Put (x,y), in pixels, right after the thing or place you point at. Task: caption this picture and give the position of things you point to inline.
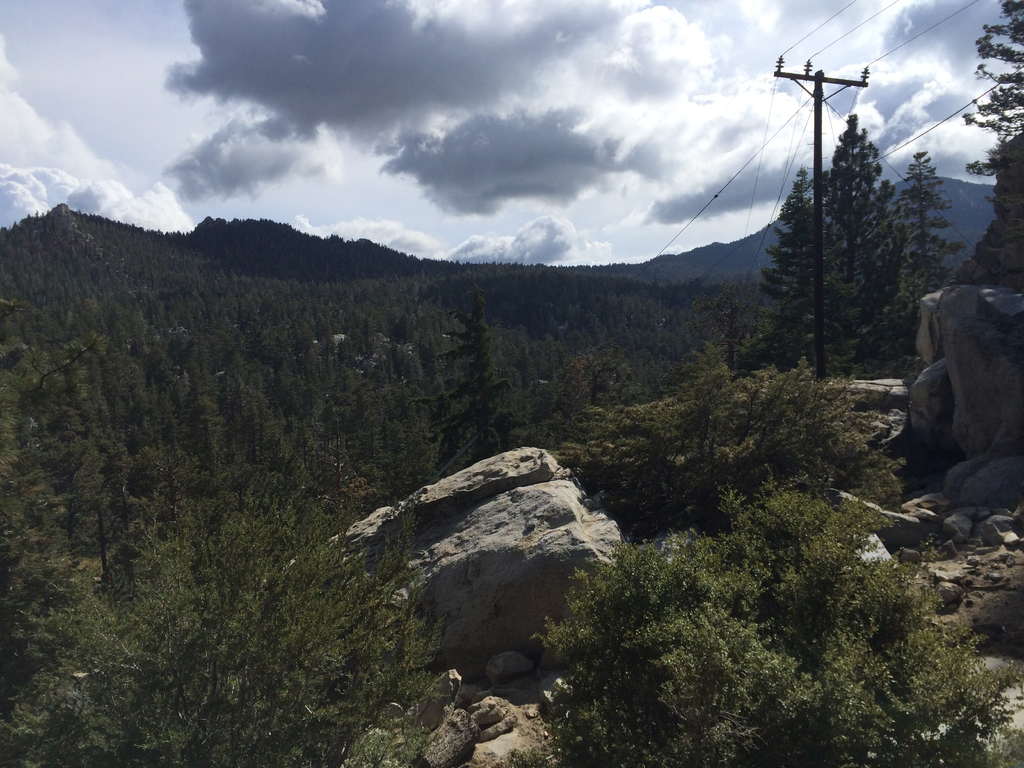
In this image we can see sky (304,112) with clouds (527,88), trees (453,328), rocks (513,561), electric poles (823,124), electric cables (870,63) and stones (955,590).
